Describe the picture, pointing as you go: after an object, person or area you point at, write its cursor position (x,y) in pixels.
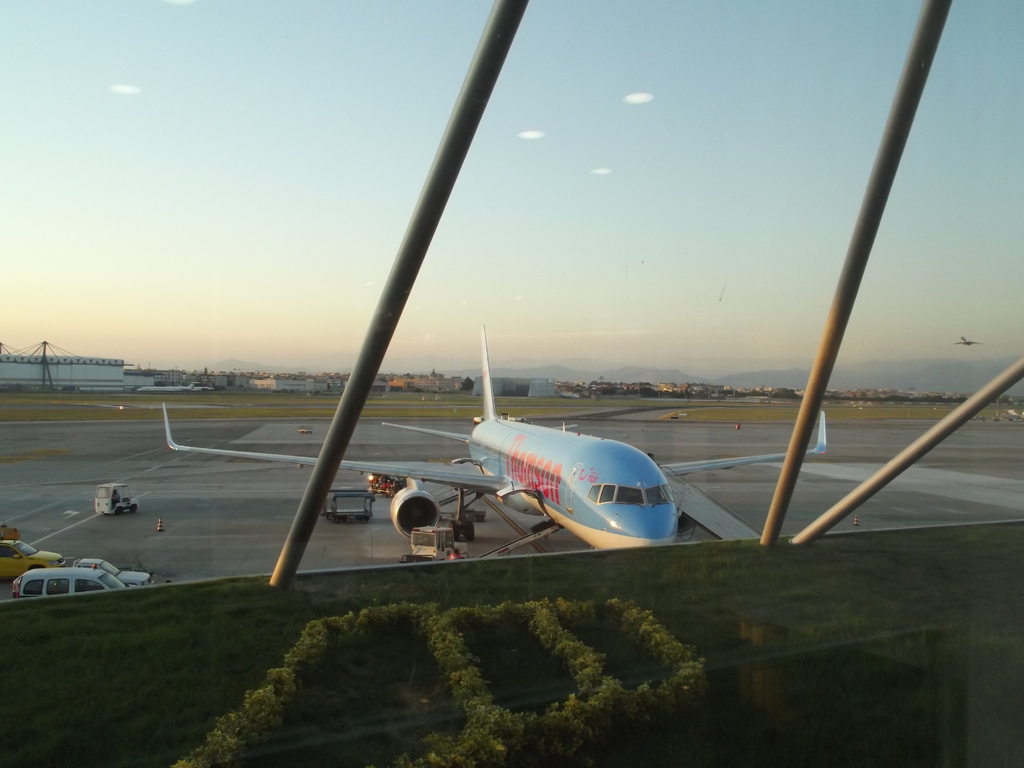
In this image, I can see an airplane (506,488) and few vehicles (112,489) on the runway (458,429). In the background (194,372), I can see the buildings (67,362). At the bottom of the image (468,711), there are bushes (553,615) and grass (710,631). I can see a glass door (903,232) with the iron poles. On the right side of the image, there is an airplane (962,343) flying in the sky (930,221).
